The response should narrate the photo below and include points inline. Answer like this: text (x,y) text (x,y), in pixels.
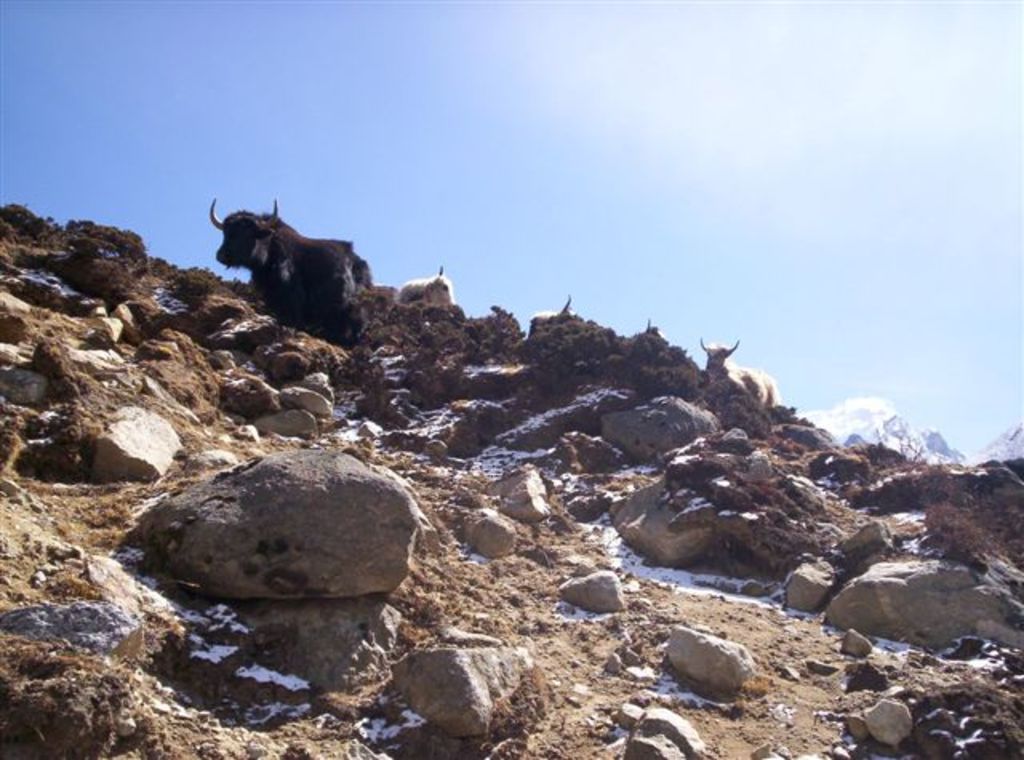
In this image at the bottom (952,678) there is some sand (592,540) and some rocks (151,550) and also there are some animals (734,382), at the top of the image (469,111) there is sky (349,117).
